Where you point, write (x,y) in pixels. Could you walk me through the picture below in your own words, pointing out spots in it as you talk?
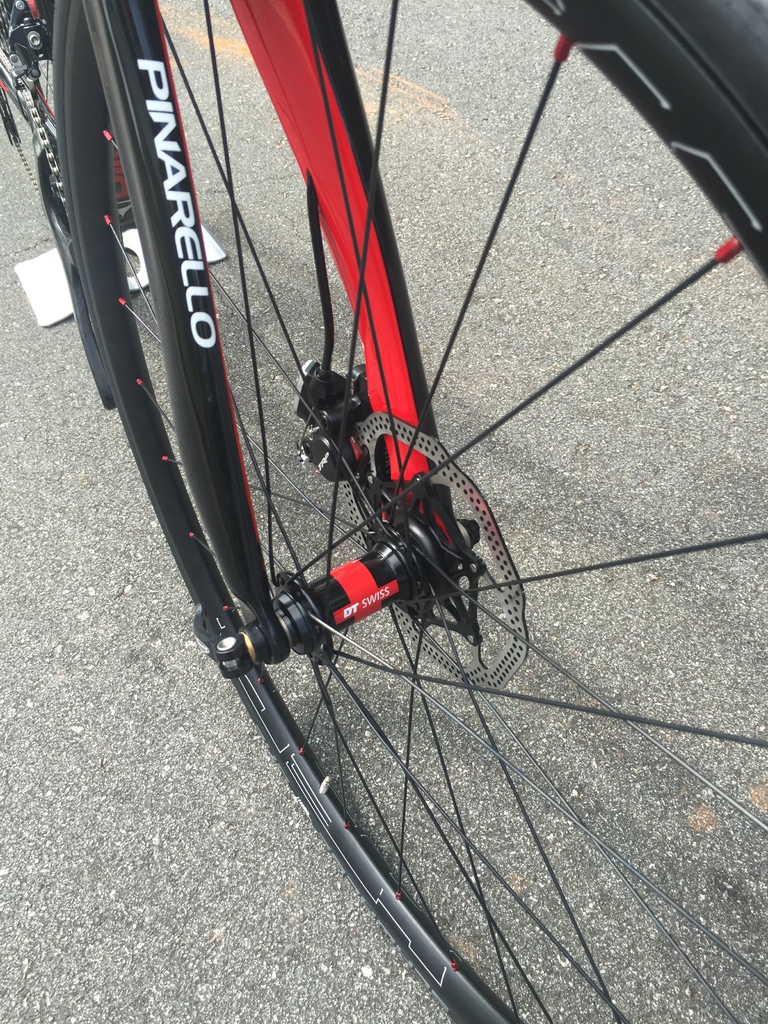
This is zoom-in picture of a wheel (713,103) of a bicycle (397,342) which is in black and red color.
